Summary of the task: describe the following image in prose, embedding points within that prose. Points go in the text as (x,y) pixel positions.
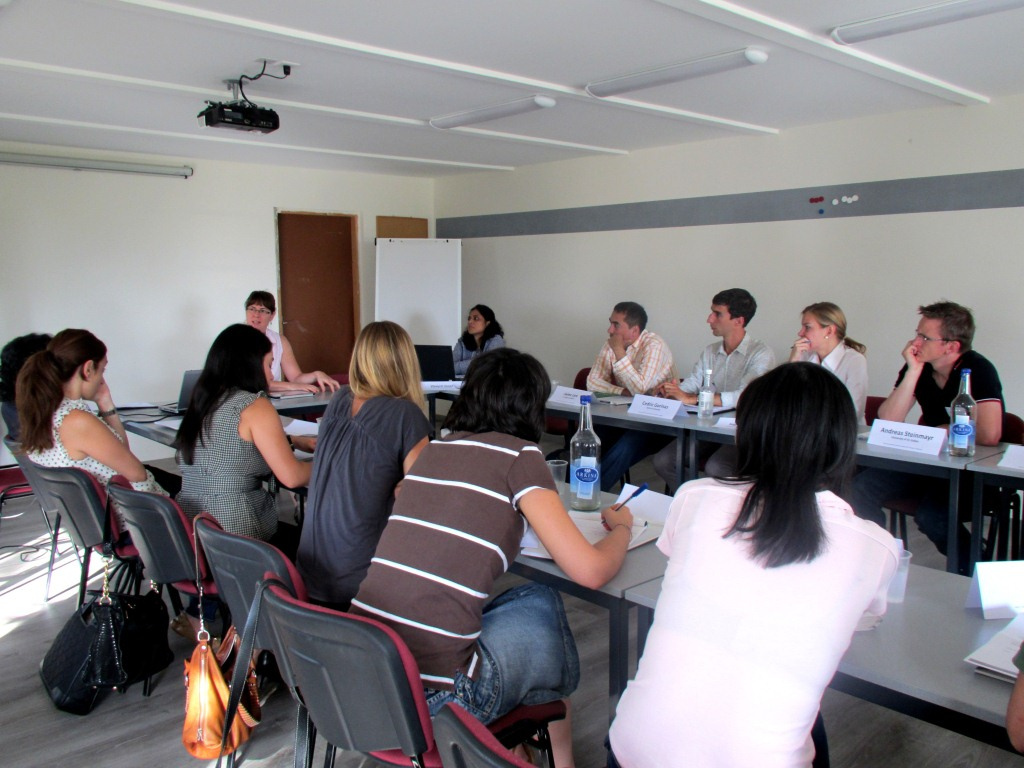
This picture is clicked inside a room (878,258). A group of people (822,348) are sitting on chairs (306,636) at the table (641,588). On the table (624,570) there are name boards (933,438), bottles (961,421) and papers (640,515). To the left corner of the image (53,677) there are handbags (138,649) hanged to the chairs (159,531). To the ceiling (460,109) there are tube-lights (628,77) and projector (256,120). In the background (185,242) there is wall (189,255), door (297,269) and a white board (398,282).
